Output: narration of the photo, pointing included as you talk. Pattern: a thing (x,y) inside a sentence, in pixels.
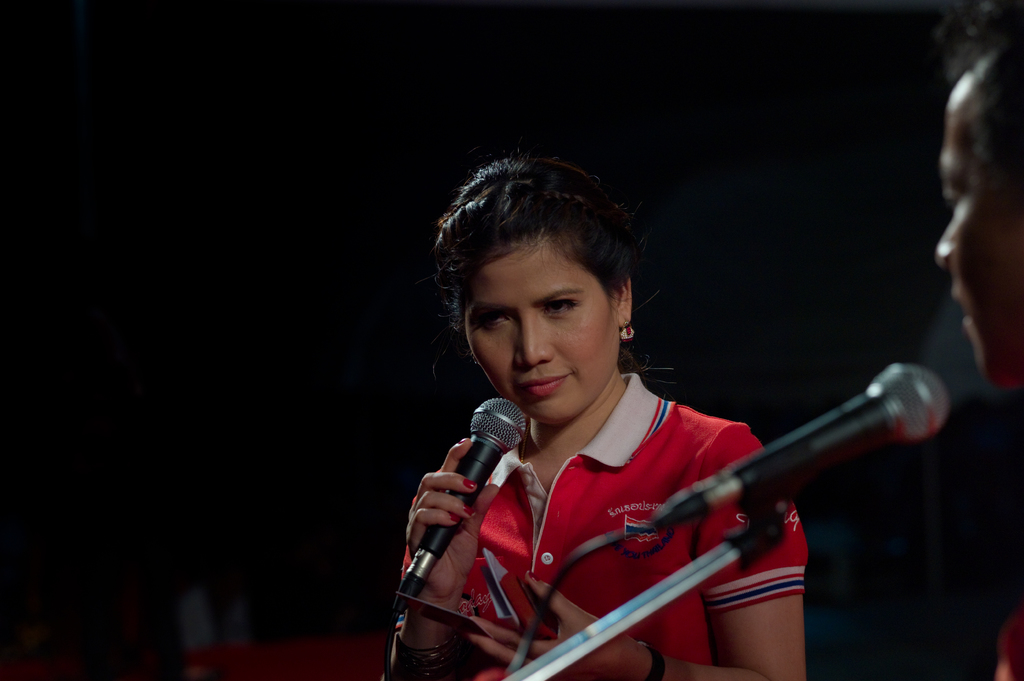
On the right side (953,88), we see a man (968,213). In front of him, we see a microphone (806,451). In the middle (568,316), we see a woman (509,482) is standing. She is holding a microphone (516,425) in one of her hands (425,522). In the other hand (565,625), she is holding a book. In the background (137,225), it is black in color. At the bottom (237,650), we see a sheet (302,661) in red color. This picture might be clicked in the dark.
